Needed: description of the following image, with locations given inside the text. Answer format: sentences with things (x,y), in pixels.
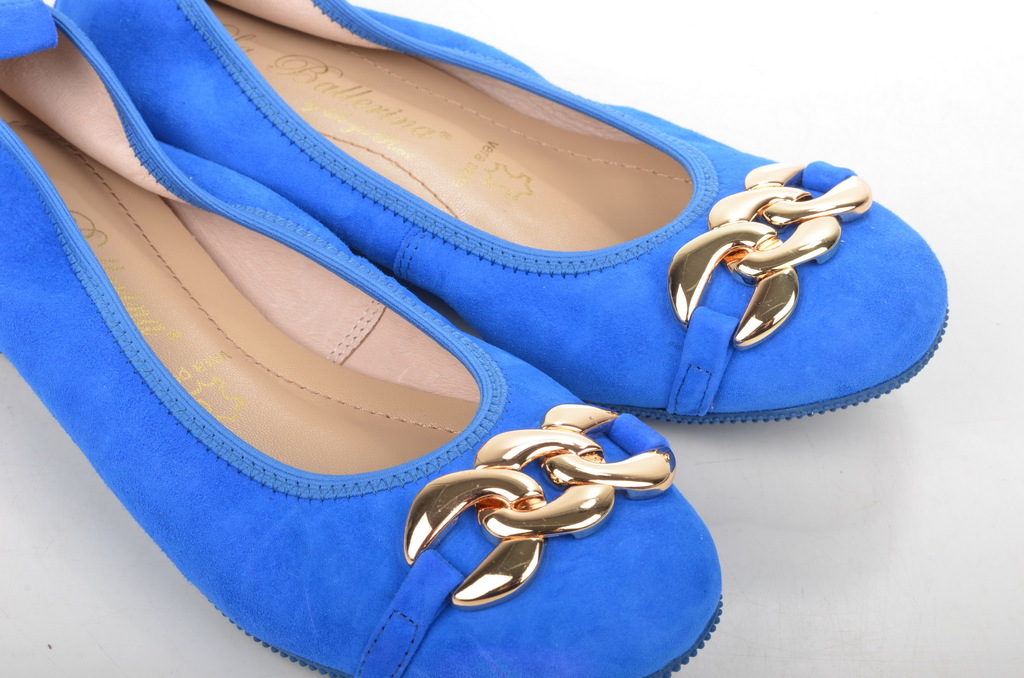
In this picture I can see the blue color shoes (542,386).
